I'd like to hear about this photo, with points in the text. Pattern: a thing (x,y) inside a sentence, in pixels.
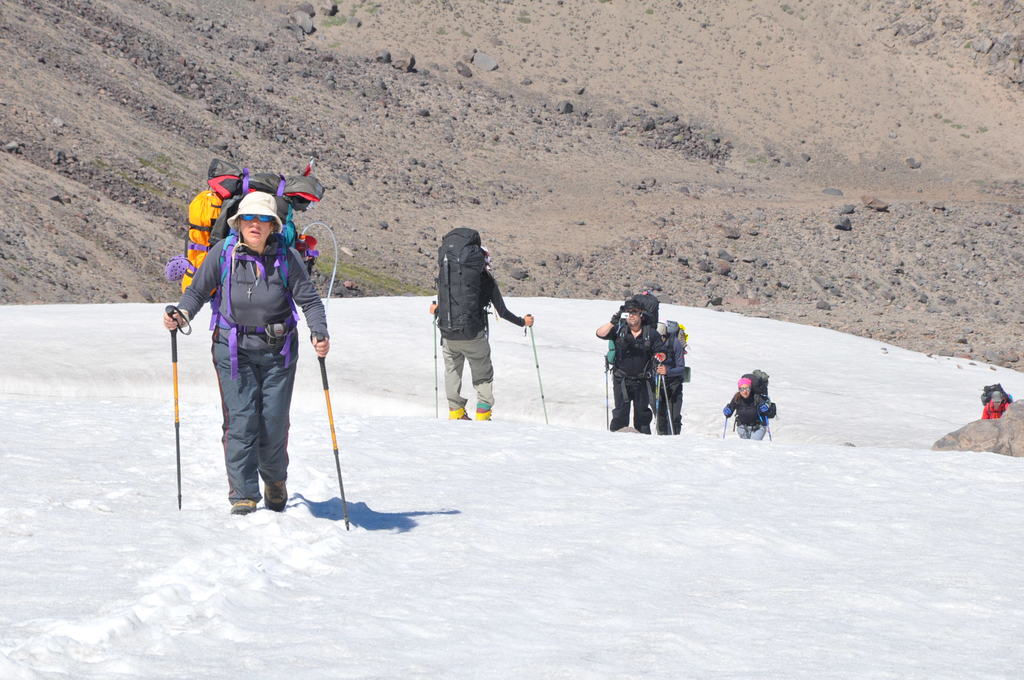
In this image I can see on the left side (285,426) a woman (249,447) is walking, she wore sweater (251,319), trouser (273,374) and also a hat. In the middle (680,383) few people (618,379) are also there on this snow (569,426). At the top (444,114) there are stones (389,84) in this soil (610,92).
